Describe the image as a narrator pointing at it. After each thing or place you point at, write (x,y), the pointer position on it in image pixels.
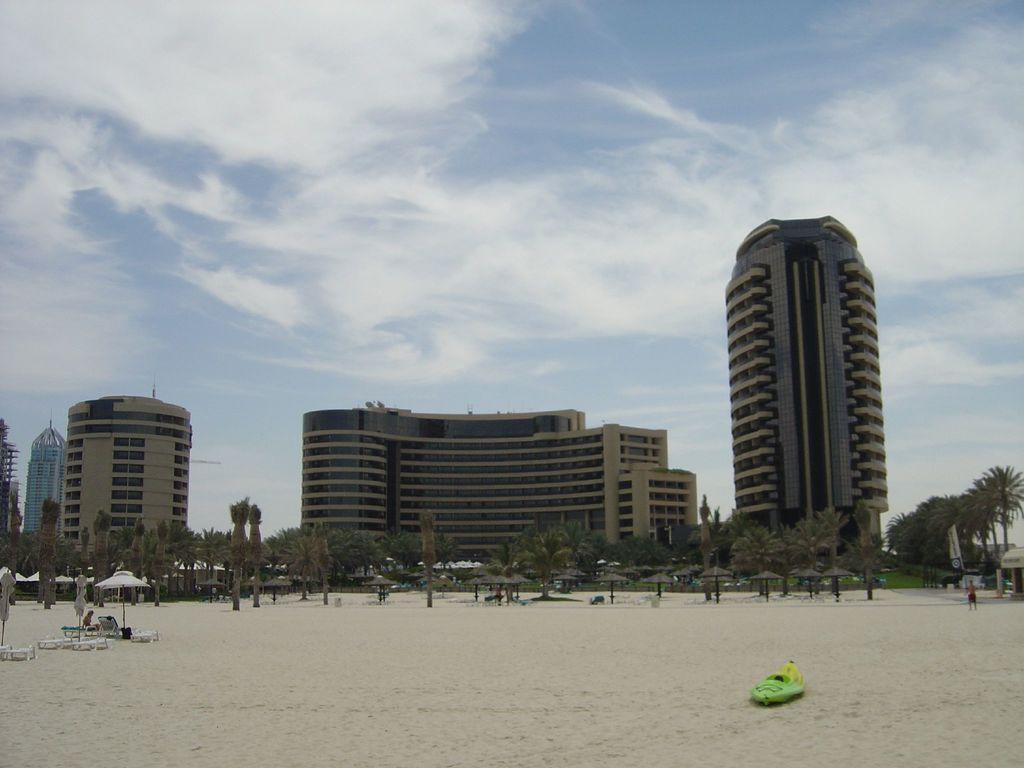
In this image, I can see the buildings (808,497), trees (584,547) and thatched umbrellas (836,570). At the bottom of the image (117,628), there are chairs (74,647), a patio umbrella (111,587) and a boat (775,681) on the sand (700,680). On the right side of the image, I can see a person (969,591) standing and there is an advertising flag (957,534). In the background (432,279), there is the sky (335,127).
